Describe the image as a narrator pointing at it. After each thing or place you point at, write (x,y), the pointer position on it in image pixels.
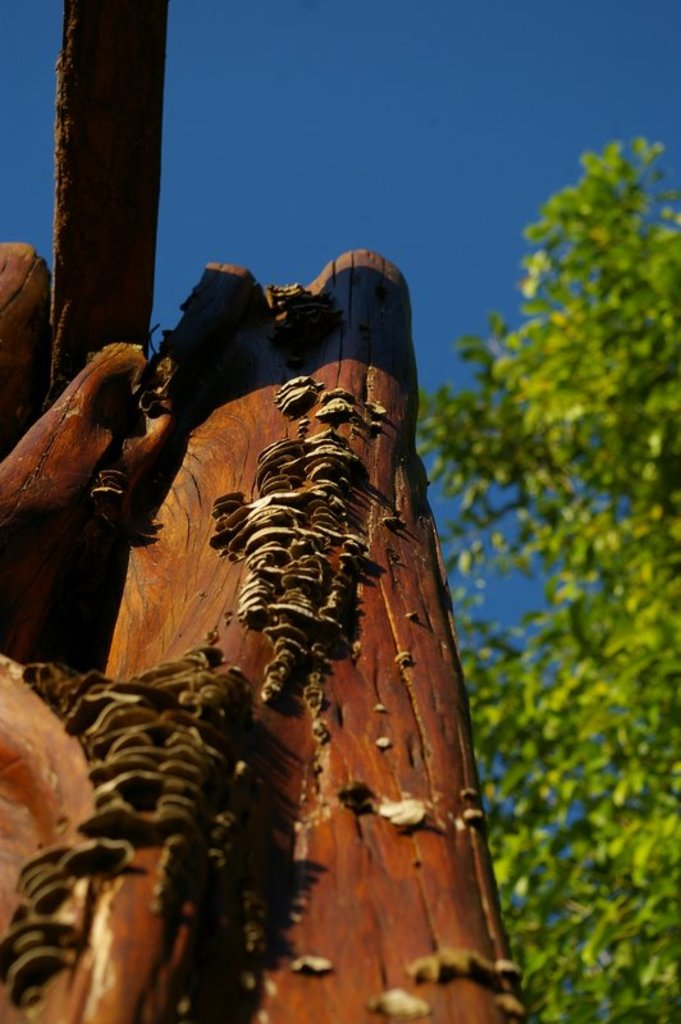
Here we can see wood (100,537) and trees (640,917). In the background (426,201) there is sky (328,149).
